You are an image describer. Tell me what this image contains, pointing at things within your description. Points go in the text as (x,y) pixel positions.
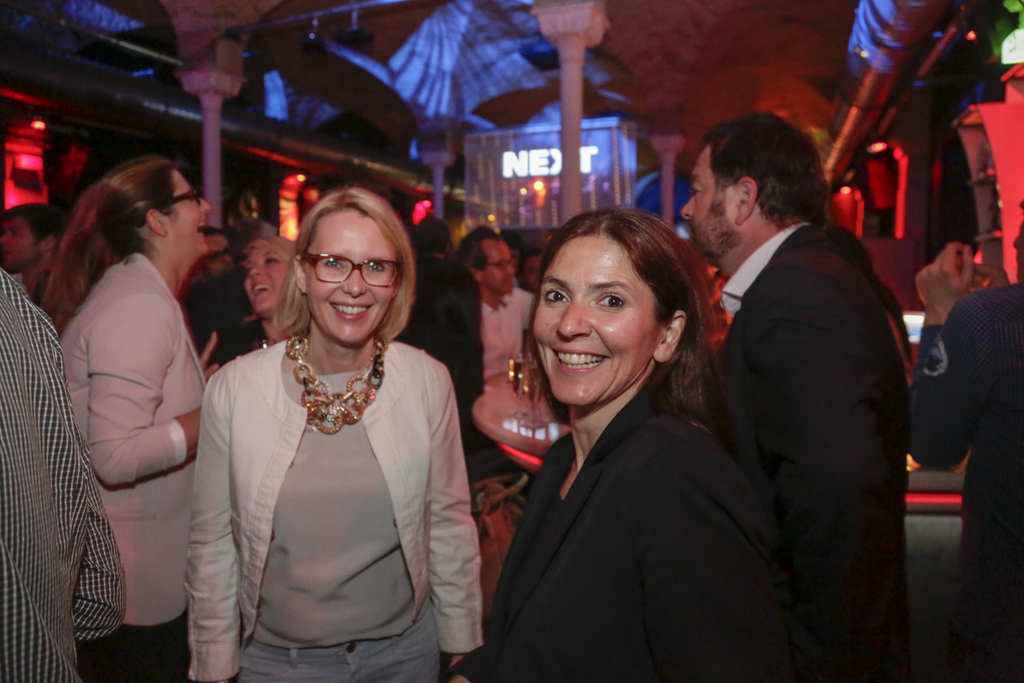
There are persons (997,373) in different color dresses (952,357) on a floor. Some of them are smiling. In the background (588,146), there is a hoarding (535,178), there are pillars (581,135), lights (879,142) arranged and there is a roof (352,114).
